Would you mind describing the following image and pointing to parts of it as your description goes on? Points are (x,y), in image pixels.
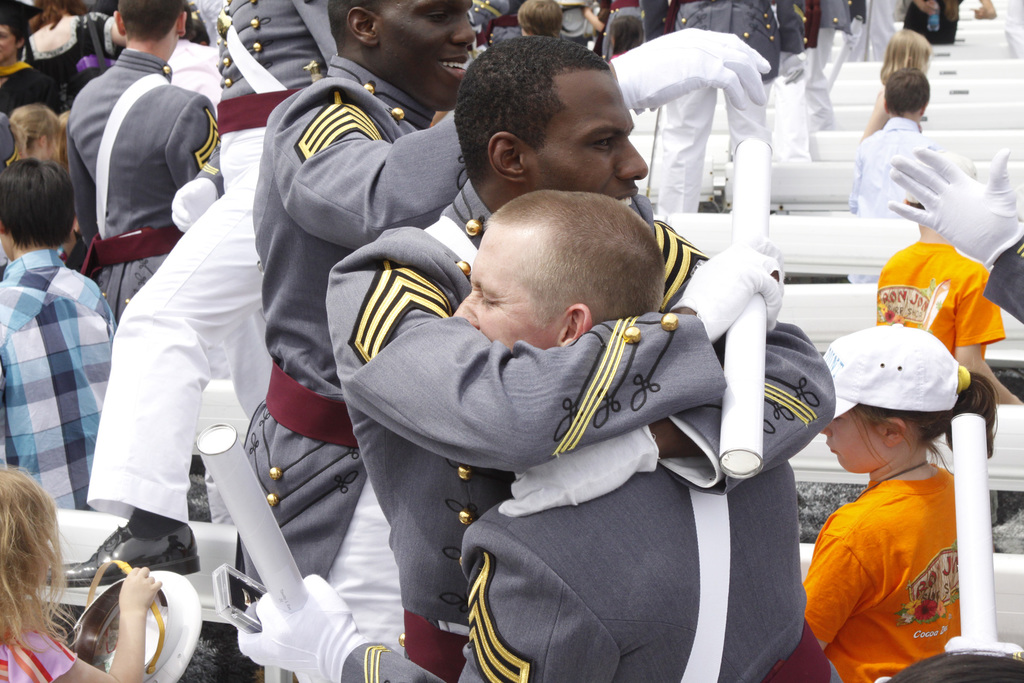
In this image two persons (609,325) wearing uniforms (631,373) are hugging each other. They are holding sticks (737,398) in their hand (704,281). Behind them there are few persons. Right side (1001,467) there are few benches (996,479). In between benches (1015,477) there are few kids (888,486) standing. A girl (917,515) wearing orange shirt (884,515) is having cap (898,365). Left bottom there is a girl (14,599) holding a cap (178,620). A person (184,451) is standing on the bench (211,541). He is wearing uniform (292,44) and shoes (160,538).
